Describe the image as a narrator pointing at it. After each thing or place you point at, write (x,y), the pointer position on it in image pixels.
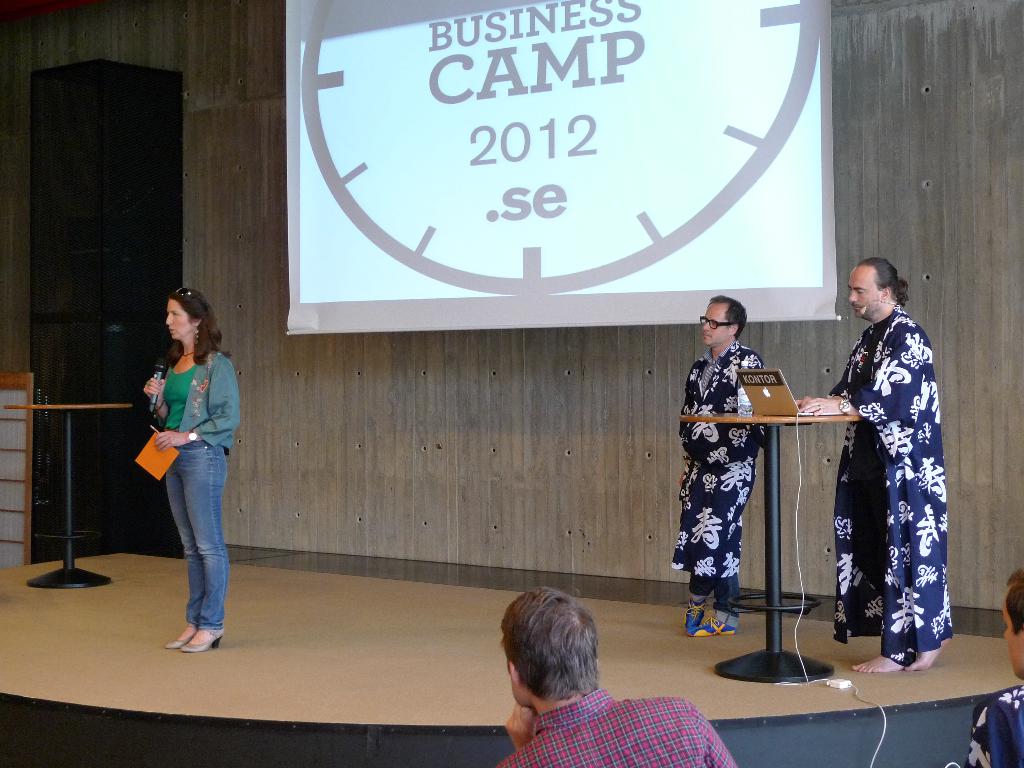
In the picture I can see a woman (199,469) wearing green color dress (215,362), jeans (187,523) is holding a mic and some paper (157,436) in her hands (176,436) and standing on the stage (441,622) and here we can see these two persons (685,519) wearing blue color dresses (913,377) are standing near the table (737,423) where the laptop (769,386) is placed on it, we can see the projector screen (588,240) on which something is displayed, here I can see a black object (53,238) on the left side of the image (110,281) and here I can see a person (576,706) sitting in front of the image.
